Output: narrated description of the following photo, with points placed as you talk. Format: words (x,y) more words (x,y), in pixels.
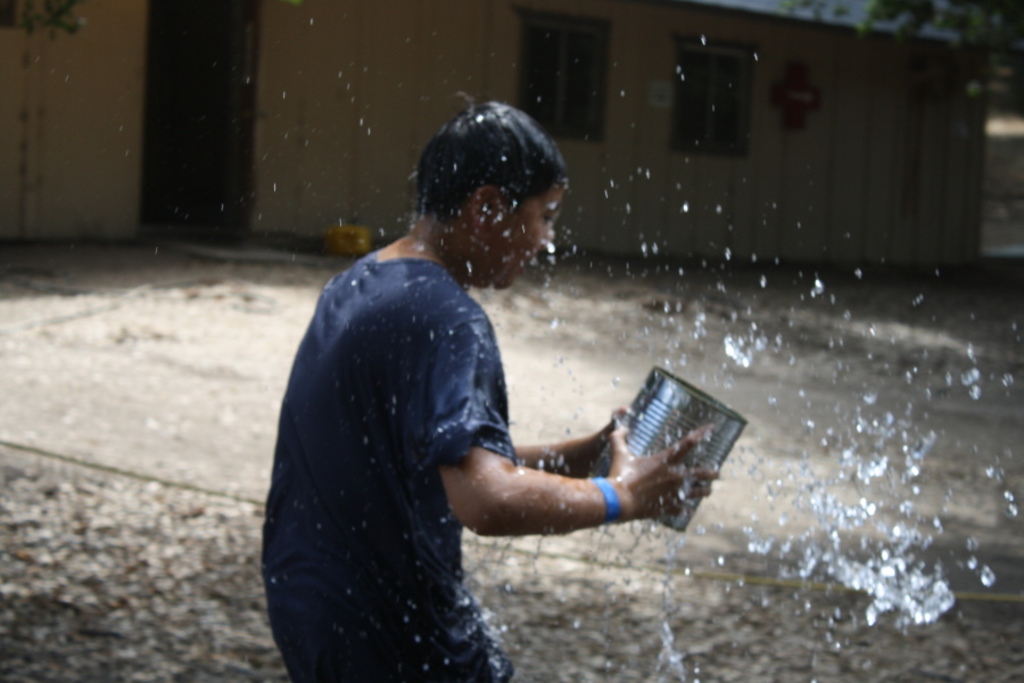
In this image I can see a boy (483,190) who is wearing t-shirt (404,276) and I see that he is holding a silver color thing (602,463) in his hands (704,474) and I can see the water droplets (923,582). In the background (800,452) I can see the path (55,556) and a building (583,121).
